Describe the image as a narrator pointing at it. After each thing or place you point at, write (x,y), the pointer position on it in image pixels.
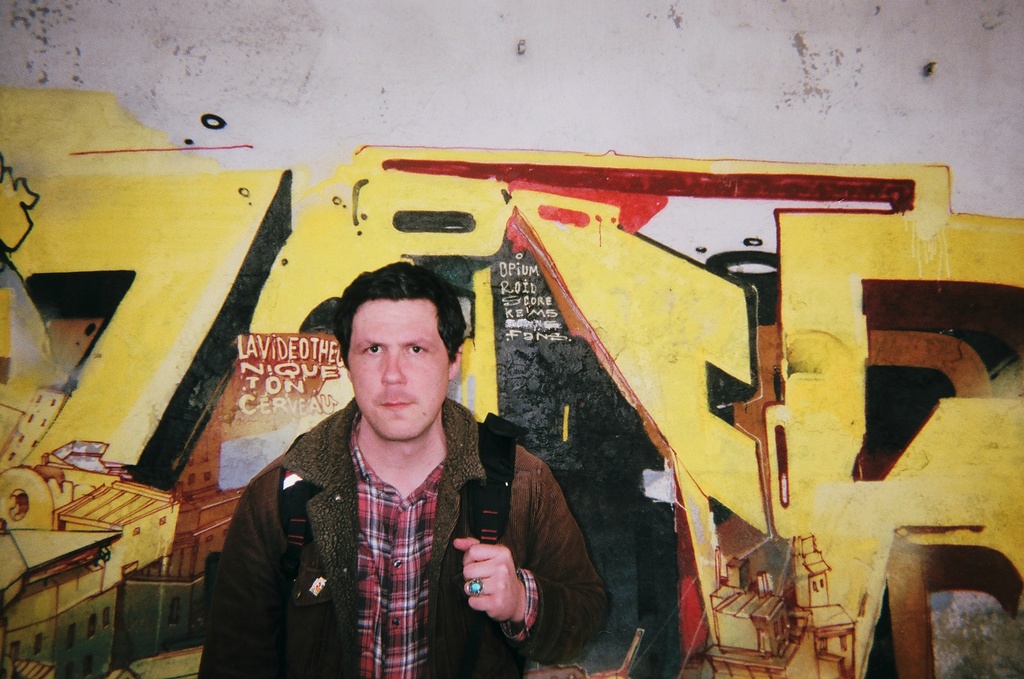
In the picture I can see man (412,509) standing and holding bag (475,535), behind we can see painted wall (263,230).
